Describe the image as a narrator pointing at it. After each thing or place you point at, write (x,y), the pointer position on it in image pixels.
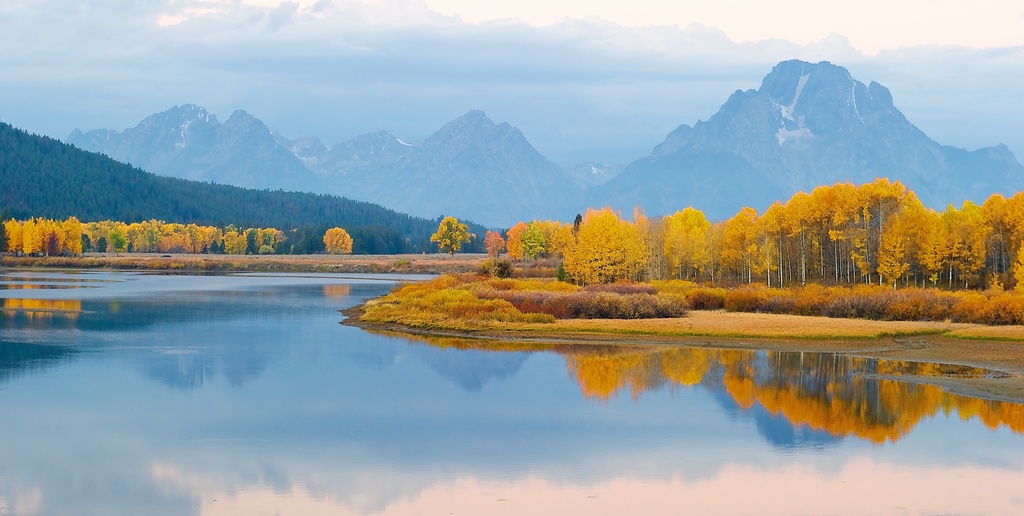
In this picture we can see water (295,414) at the bottom (289,417), there are some trees (774,234), grass (736,317), bushes (658,294) and mountains (318,159) in the background (769,149), we can see the sky (528,58) at the top of the picture (546,49).
